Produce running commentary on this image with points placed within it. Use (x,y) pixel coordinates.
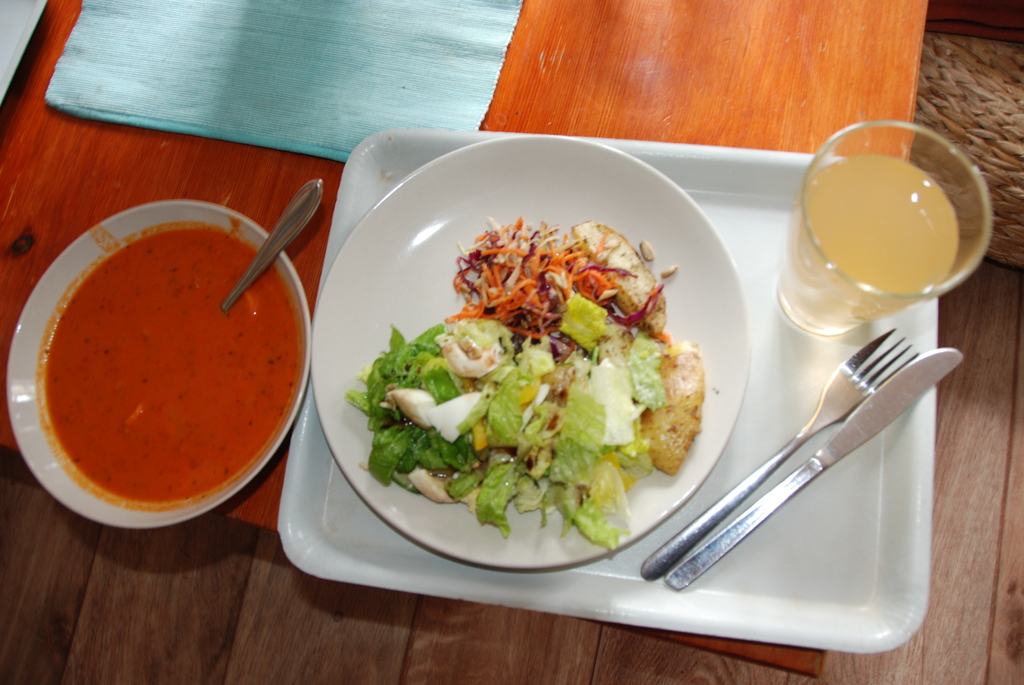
In the foreground of this image (854,477), there is a glass (877,285), knife (876,412), fork (856,394) and a platter (746,365) with some food (654,411) is placed on a tray (792,564). Beside it, there is a bowl (248,323) with spoon (266,261) and red color liquid substance (184,431) is placed on a wooden surface (116,148). At the top (321,53), there is a cloth (365,56). at the bottom (977,603), there is a wooden floor (303,638).
